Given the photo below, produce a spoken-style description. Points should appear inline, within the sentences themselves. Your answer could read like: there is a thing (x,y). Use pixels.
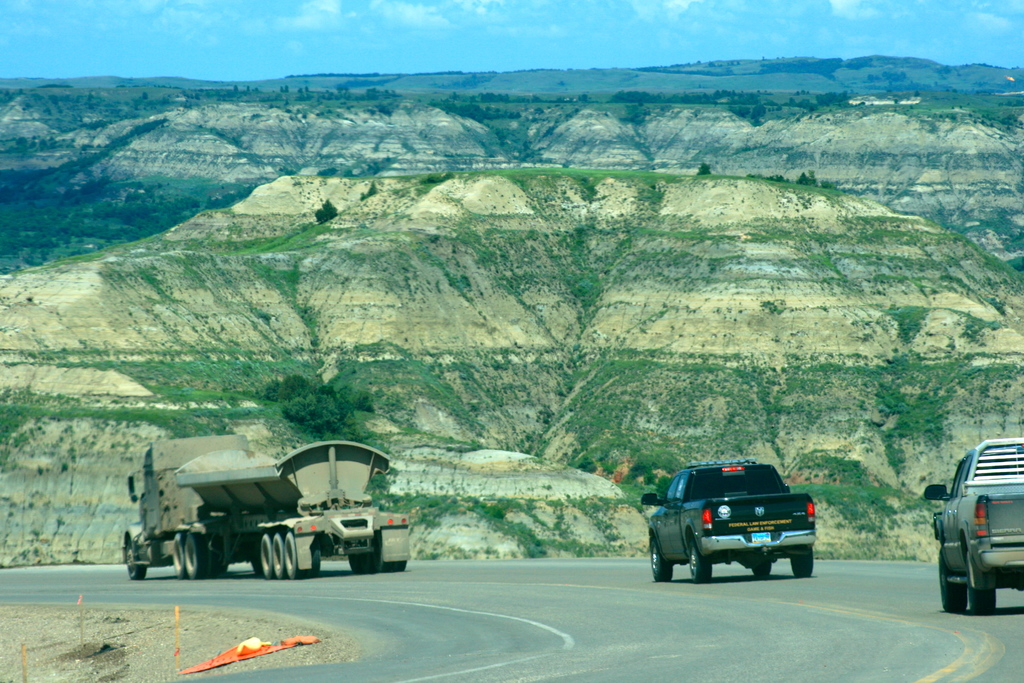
In this picture we can see few vehicles (971,551) on the road (574,619), in the background (740,435) we can find few trees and hills (664,352).
